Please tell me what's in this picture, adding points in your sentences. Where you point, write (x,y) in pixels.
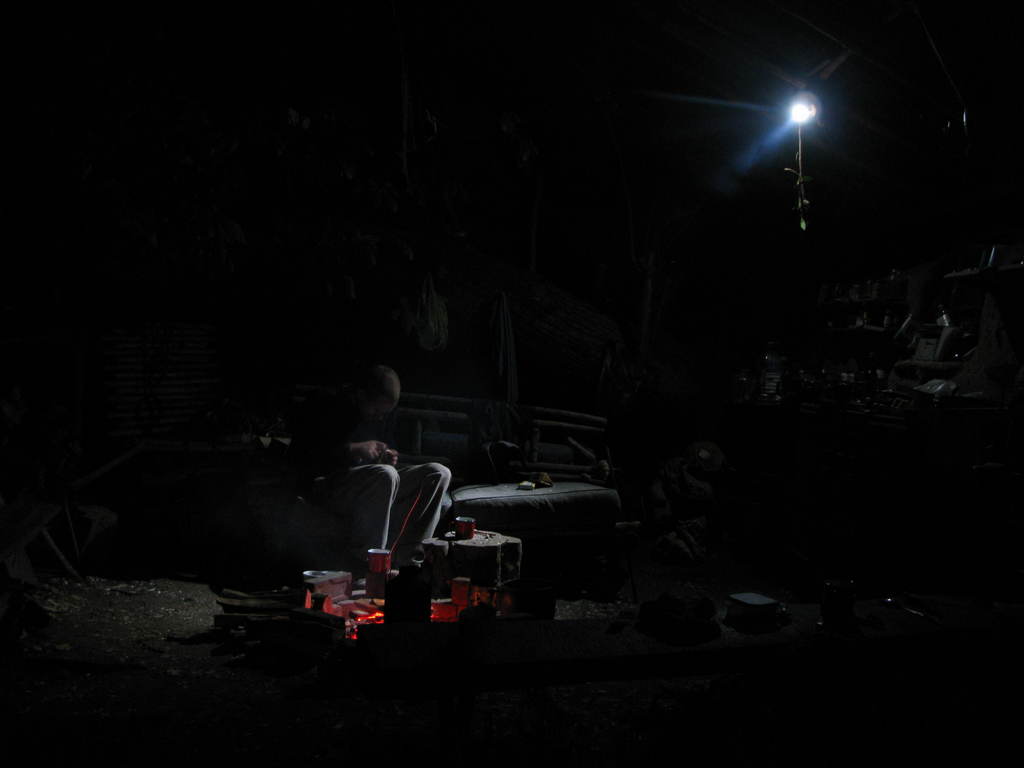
In the image we can see there is a person (383,442) sitting on the chair (335,513) and there are cans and boxes (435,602) kept on the ground (318,723). There is a light (803,122) on the top (795,104) and there are other iron items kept on the ground (776,692). Background of the image (944,294) is little dark.
